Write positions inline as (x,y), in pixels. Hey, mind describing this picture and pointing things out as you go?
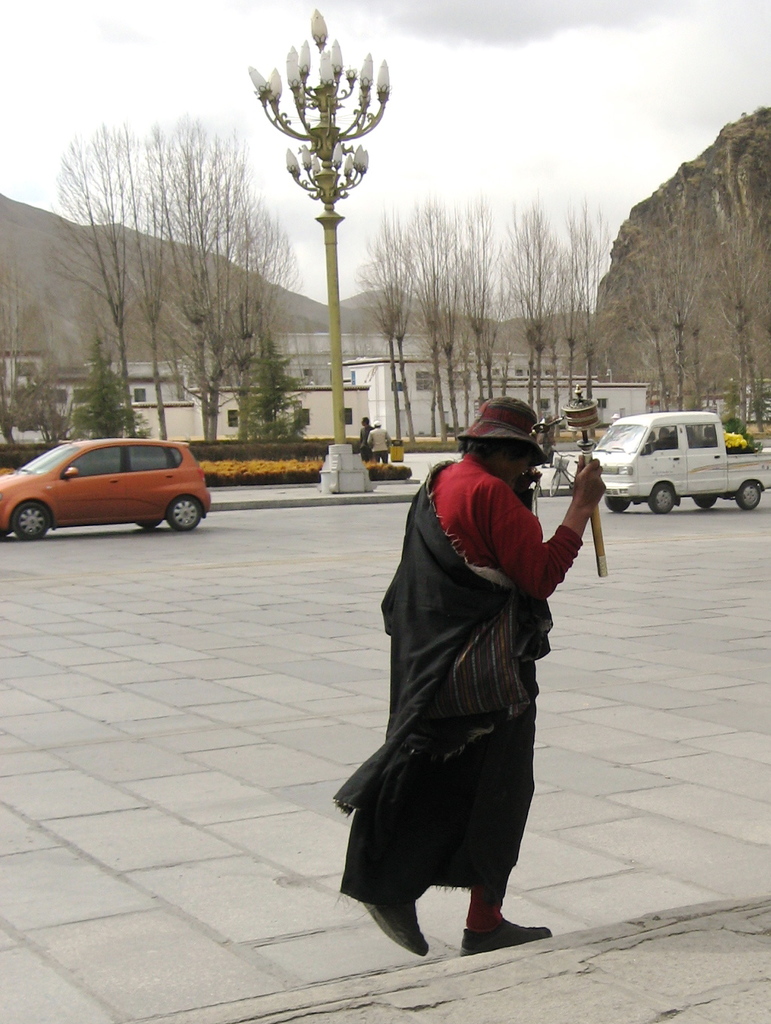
There is a person (457,730) wearing a cap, holding a stick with one hand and walking on the road (245,941). In the background (662,428), there are vehicles (679,490) on the road (560,760), lights (366,63) attached to the pole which is on the footpath (242,489), plants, trees (669,289), mountains (41,235) and there are clouds (356,27) in the sky (144,6).
